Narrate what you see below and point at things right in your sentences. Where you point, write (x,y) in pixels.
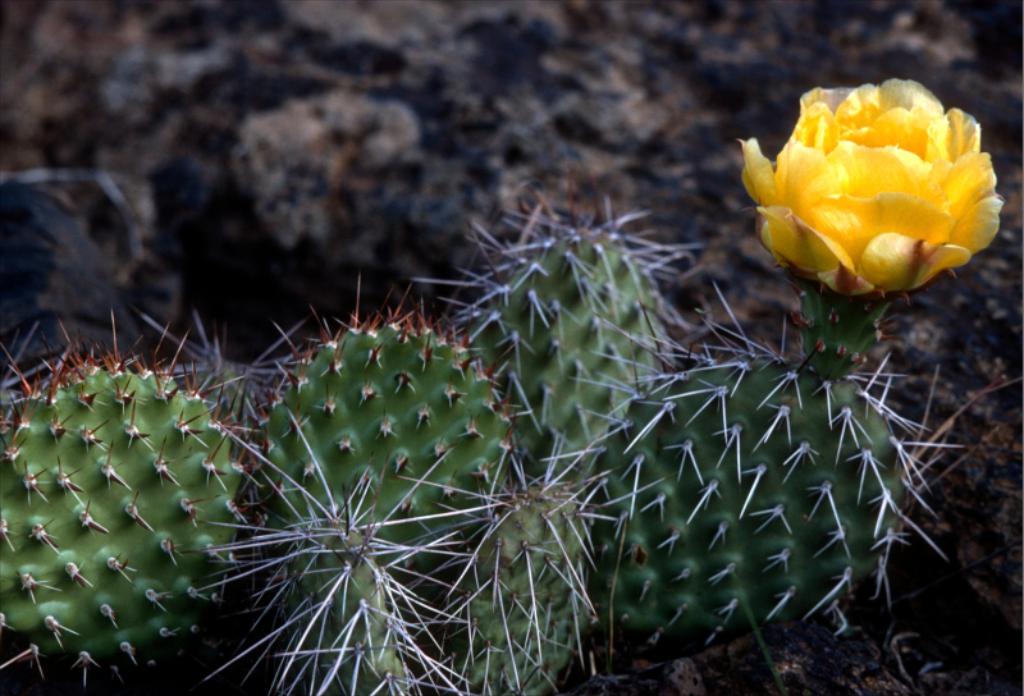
In this image we can see cactus (281,456) and there is a flower (874,193) which is in yellow color.
